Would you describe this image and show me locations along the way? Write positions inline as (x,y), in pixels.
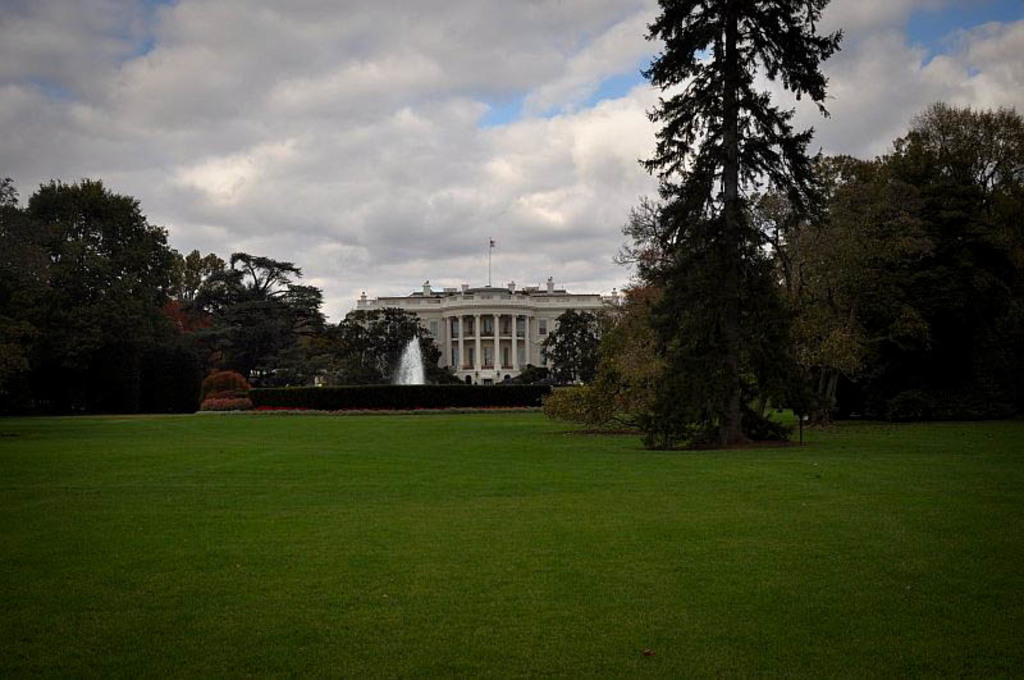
In the foreground of the image (344,501) there is a grass (657,515). In the middle of the image (504,335) there is a building (479,339), in front of the building (496,348) there is a fountain (418,377). On the right (789,314) and left side of the image (155,314) there are trees (746,222). In the background (390,138) there is a sky (522,152).
